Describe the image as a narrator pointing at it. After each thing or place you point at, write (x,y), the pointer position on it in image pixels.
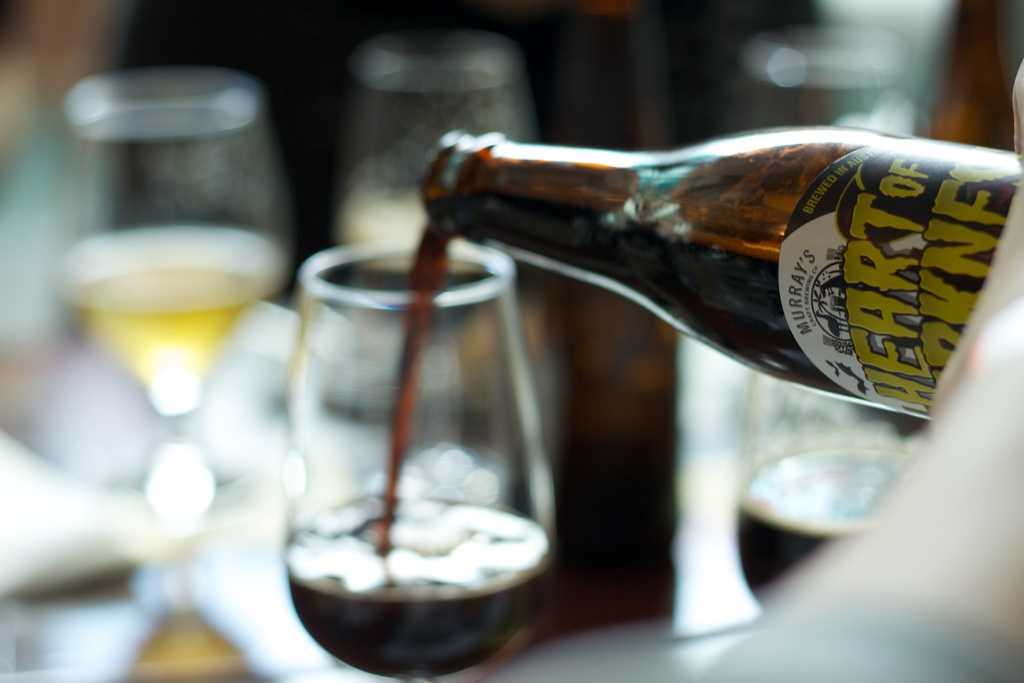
In this image I can see a bottle (857,340) and few glasses (263,263).
